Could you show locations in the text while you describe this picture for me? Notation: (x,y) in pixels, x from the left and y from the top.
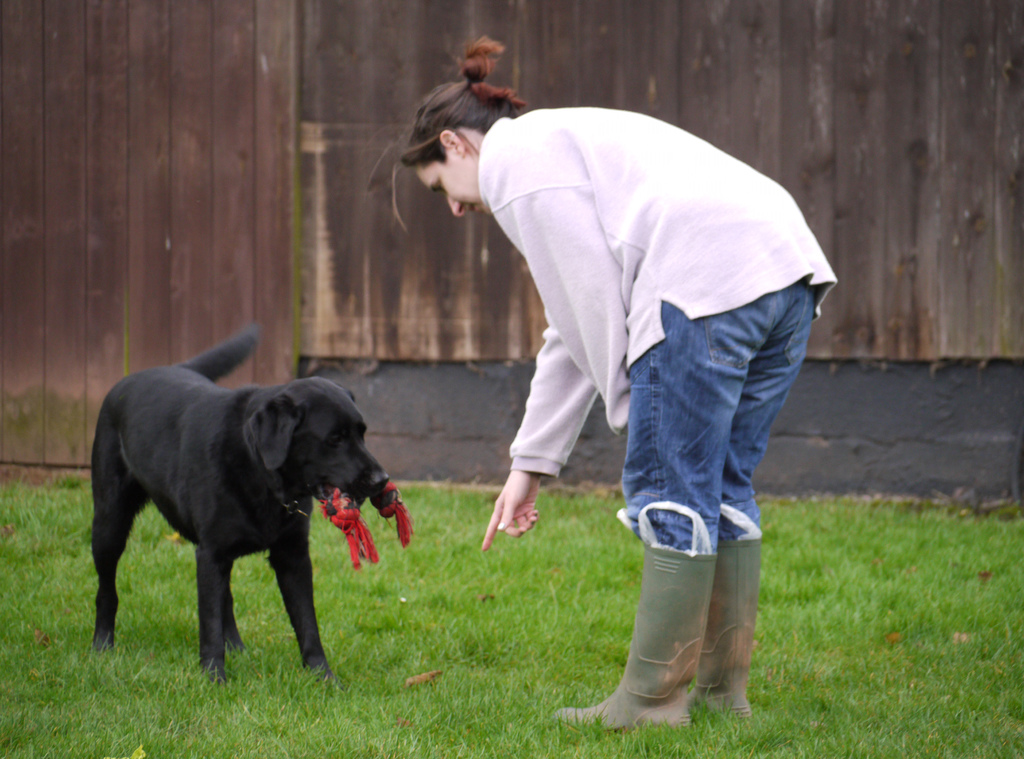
In this picture there is a women (630,247) who is wearing a pink color jacket (666,239) and blue color jeans (684,410). And she is bend over to the dog (313,438). A black dog (305,443) who is holding a red object (342,512) in his mouth (322,484). On the bottom (560,616) we can see a grass (362,617). On the background (928,258) there is a wooden wall (342,114).
